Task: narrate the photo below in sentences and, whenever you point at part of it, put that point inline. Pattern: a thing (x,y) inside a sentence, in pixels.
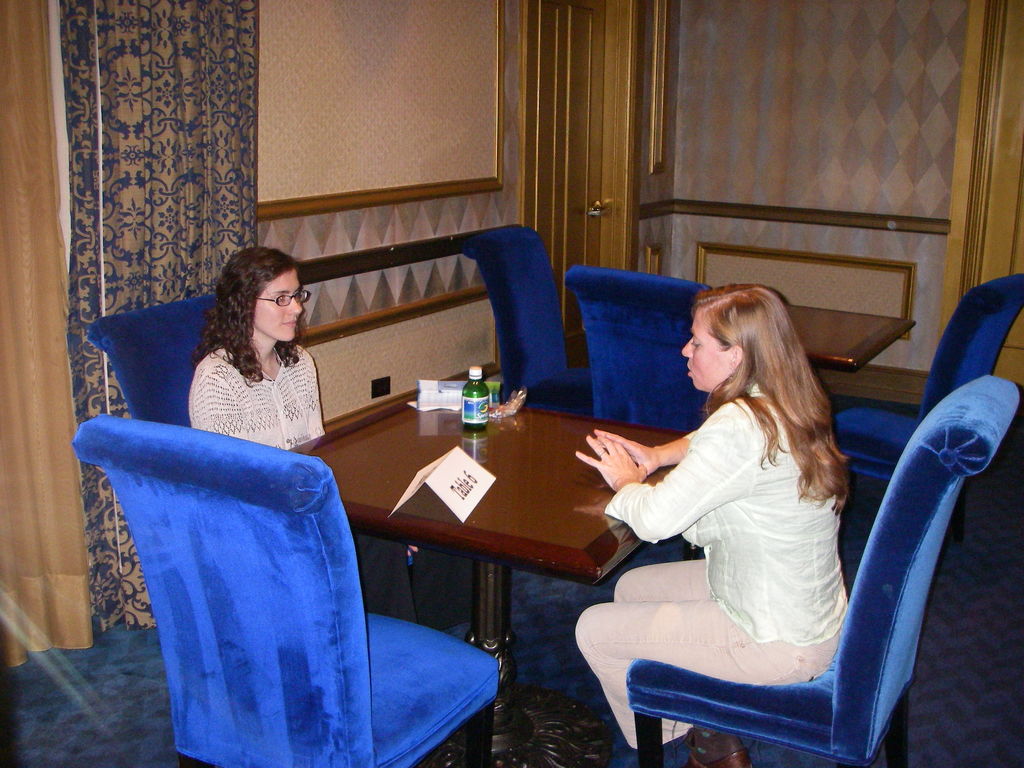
In this image, two women (615,615) are sat on the blue color chair (686,688). At the middle of the image (542,508), we can see wooden table (526,458). There are few items (472,401) are placed on it. At the background (163,218), we can see curtains (156,200), cream color wall (327,186), some wooden piece (498,178), door (565,183). And blue color floor (971,695).
